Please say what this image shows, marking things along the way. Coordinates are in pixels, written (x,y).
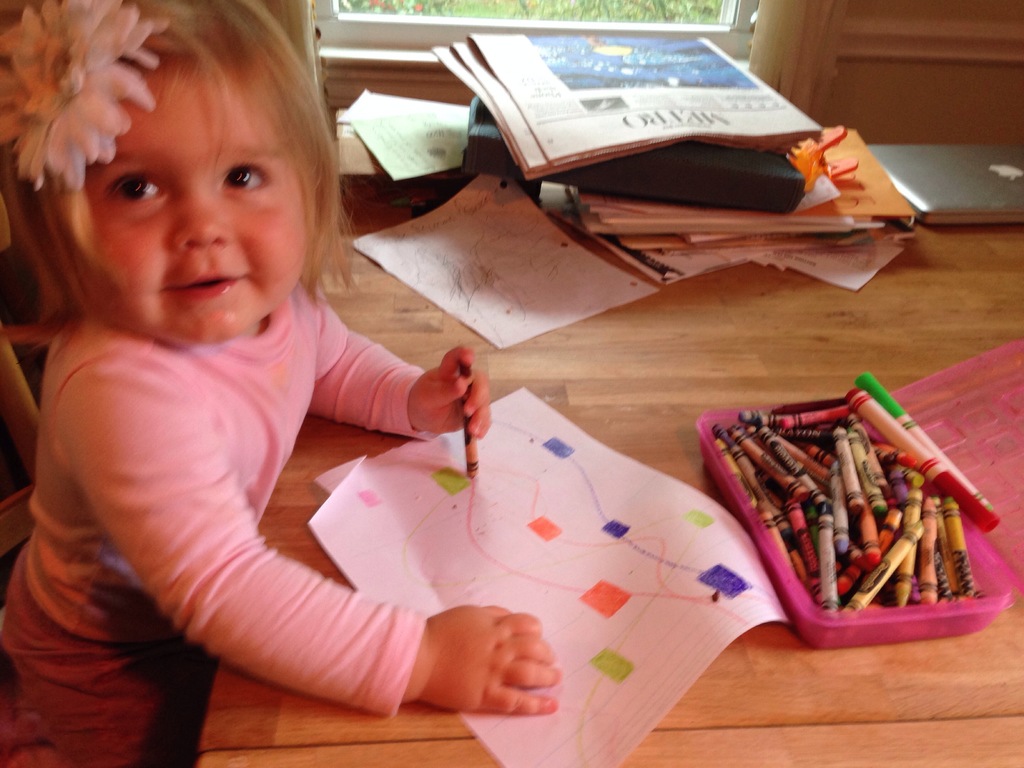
In this image I can see a child (101,298) wearing the flower hair band (106,75) and she is holding a crayon (471,437). She is sitting in front of the table (688,370). On the table (676,437) there is a paper (680,529), crayons box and the books (596,168). In the back (603,5) there is a window (705,33). I can see trees (667,6) through the window (477,12).
